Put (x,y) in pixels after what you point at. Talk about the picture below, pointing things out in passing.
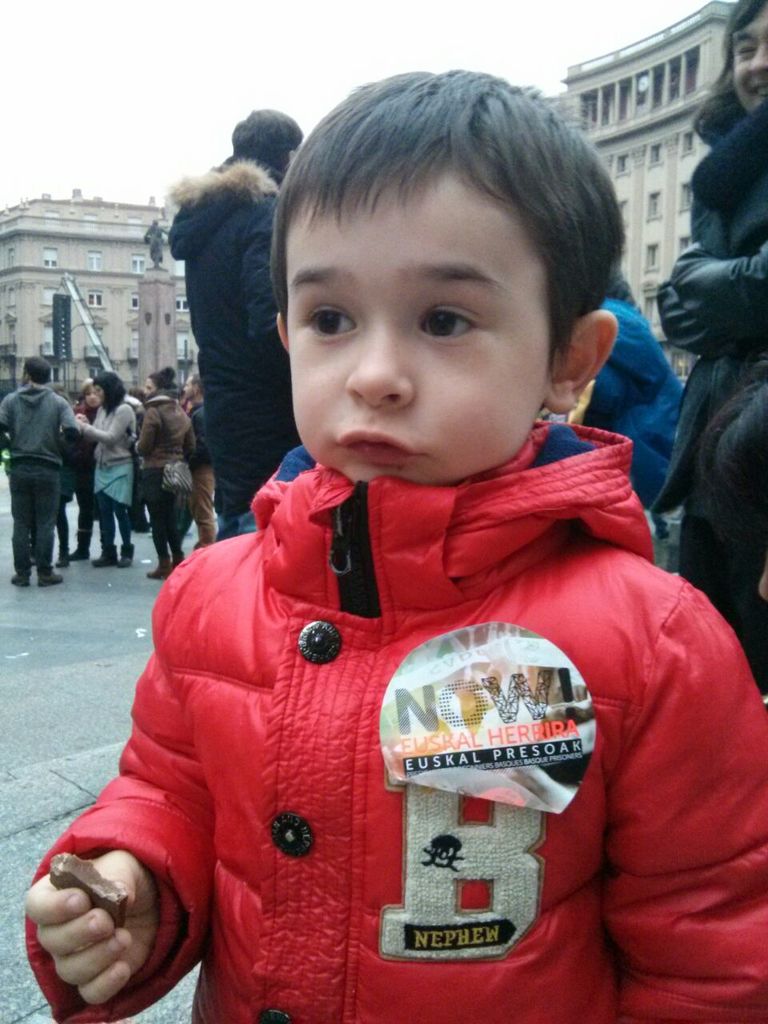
As we can see in the image there are group of people (373,462), buildings (31,243), windows (623,157) and at the top (252,45) there is sky (418,44). The boy (446,518) standing in the front (449,562) is wearing red color jacket (418,808).
